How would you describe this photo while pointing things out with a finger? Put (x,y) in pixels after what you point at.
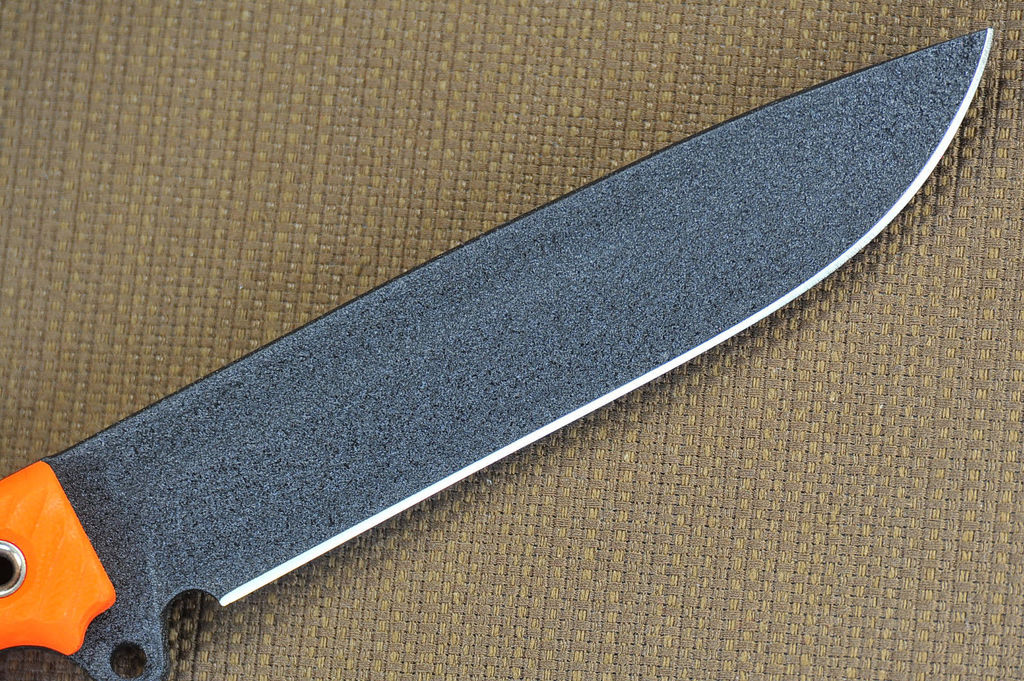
This is a zoomed in picture. In the center (390,355) we can see a dark gray color knife (687,222) is placed on a brown color object (534,87).
